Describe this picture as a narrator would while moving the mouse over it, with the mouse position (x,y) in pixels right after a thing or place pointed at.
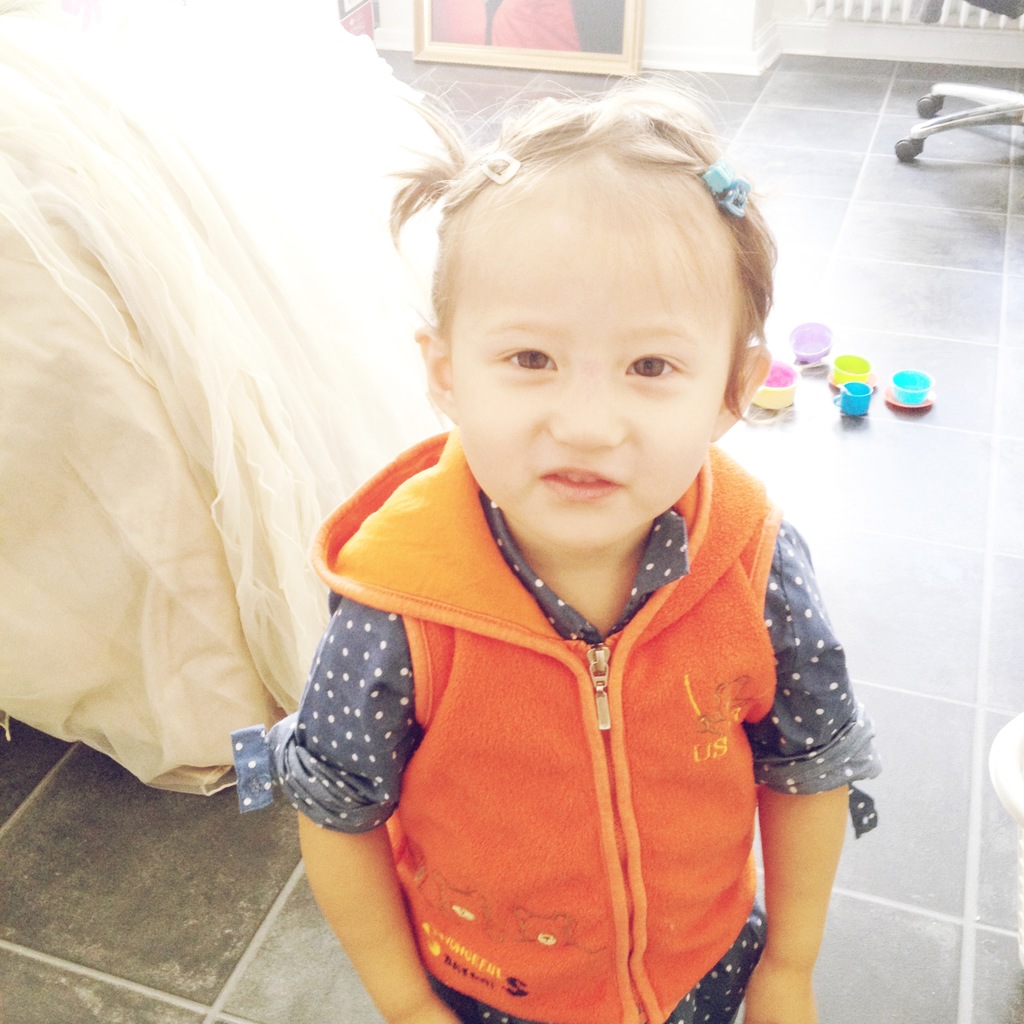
In this image there is a girl (563,451) wearing orange jacket (568,816). Here there is a cloth (103,285). On the ground (838,421) there are plastic cups (841,392). In the background (859,52) there is wall (689,32), frame (505,36). This is a chair (924,124).
